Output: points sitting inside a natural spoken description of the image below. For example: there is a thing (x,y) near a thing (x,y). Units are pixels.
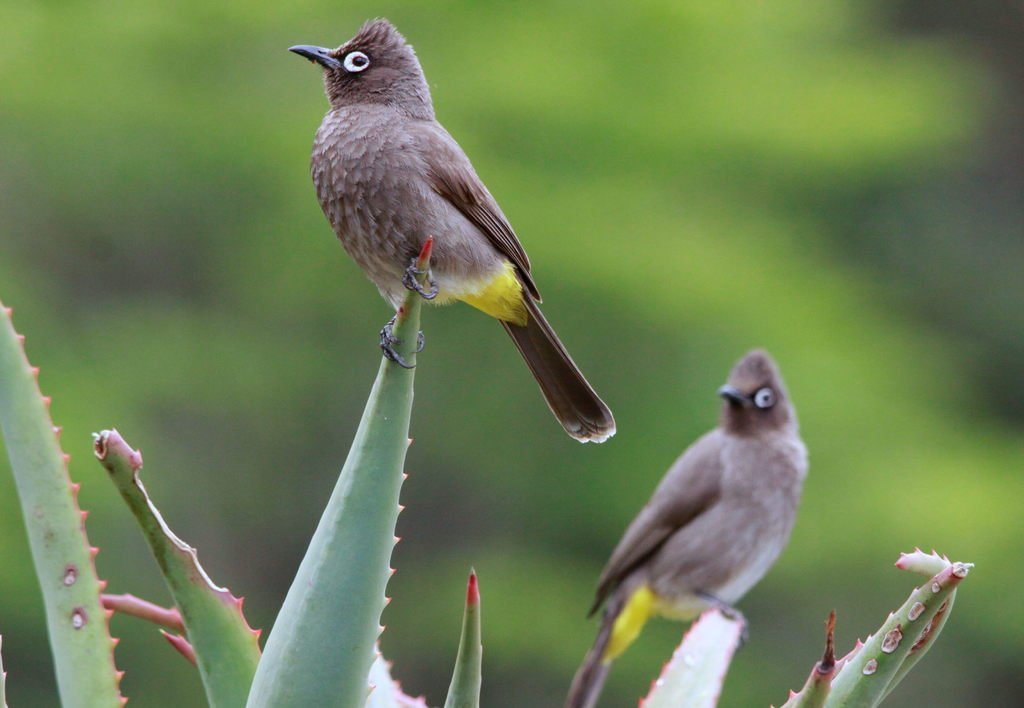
In this image I can see two birds (756,457) visible on aloe vera plant (68,586) and background (819,279) is in green color.
